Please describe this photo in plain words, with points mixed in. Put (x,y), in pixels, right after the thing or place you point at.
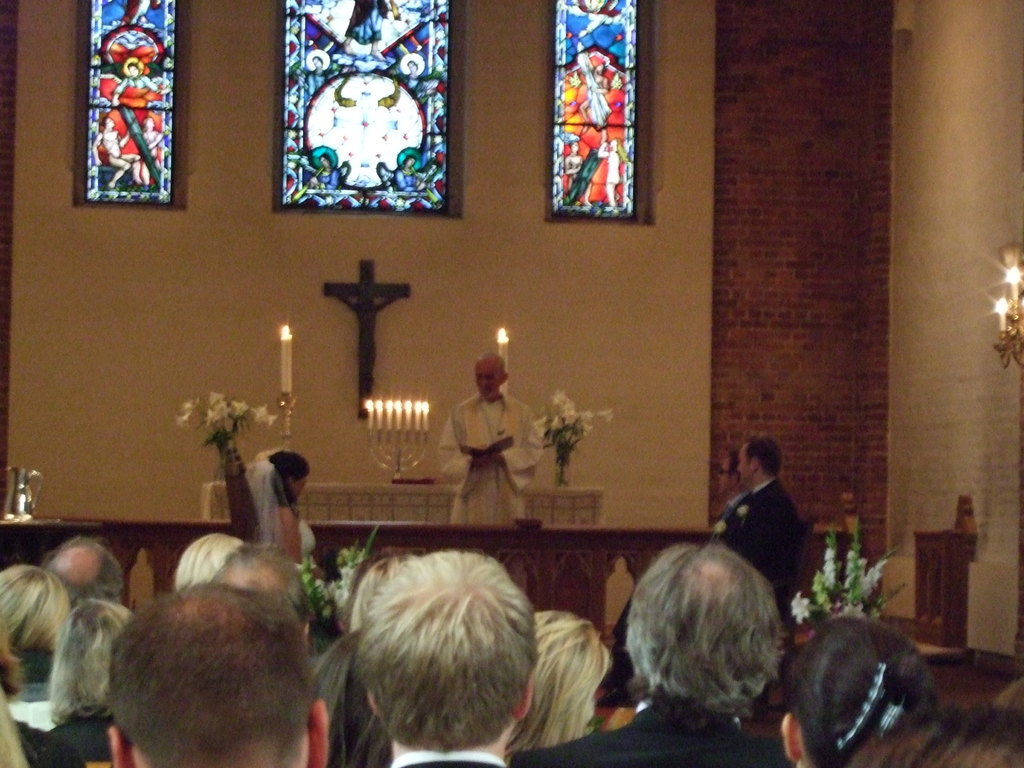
This image is taken from inside the church (594,462). In this image there are a few people (459,605), in front of them there are a few people (488,464) standing, one of them is holding a book (506,445), behind him there is like a platform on which there are two flower pots (564,435) and candle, there is a cross (371,337) attached to the wall (168,300) and there are a few windows (284,105) with some paintings (558,158). On the left side of the image (38,487) there is a jar (12,483), on the right side of the image (1018,308) there is a candle stand (1018,342) hanging on the wall (989,504).
